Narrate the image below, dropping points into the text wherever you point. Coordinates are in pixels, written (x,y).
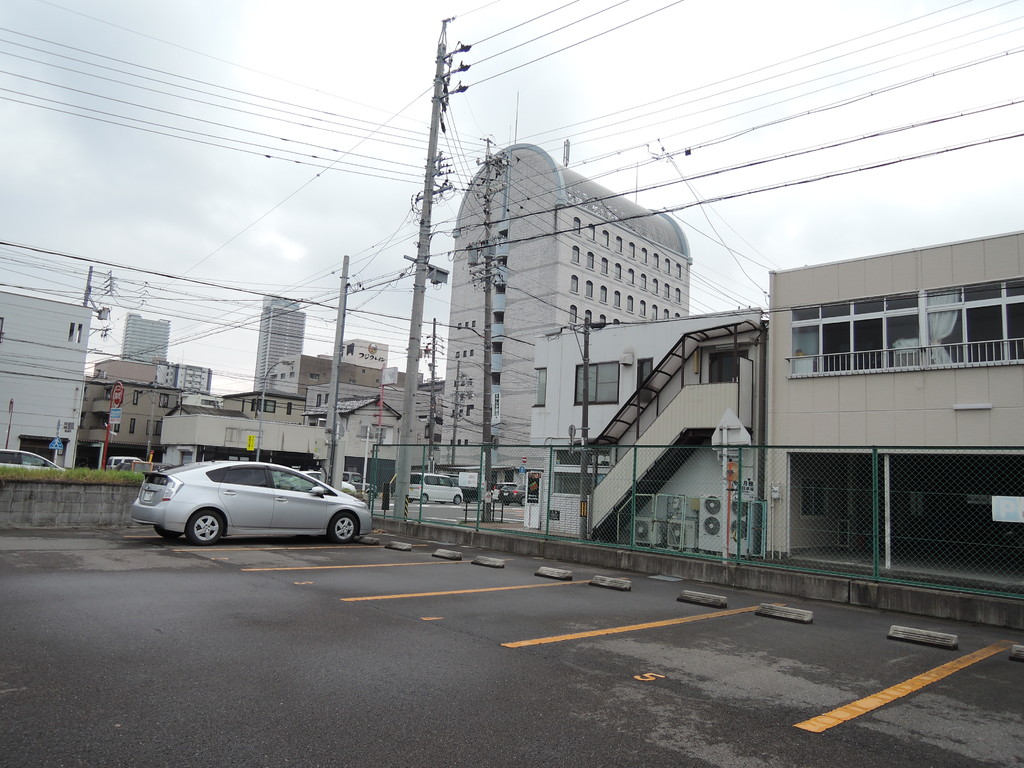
In this image here there is a car (239,484). On the road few cars (349,480) are moving. In the background (510,391) there are buildings (477,343), electric poles (336,480). The sky (367,200) is cloudy. These are electric wires (486,39). This is looking like a parking lot (409,606).
